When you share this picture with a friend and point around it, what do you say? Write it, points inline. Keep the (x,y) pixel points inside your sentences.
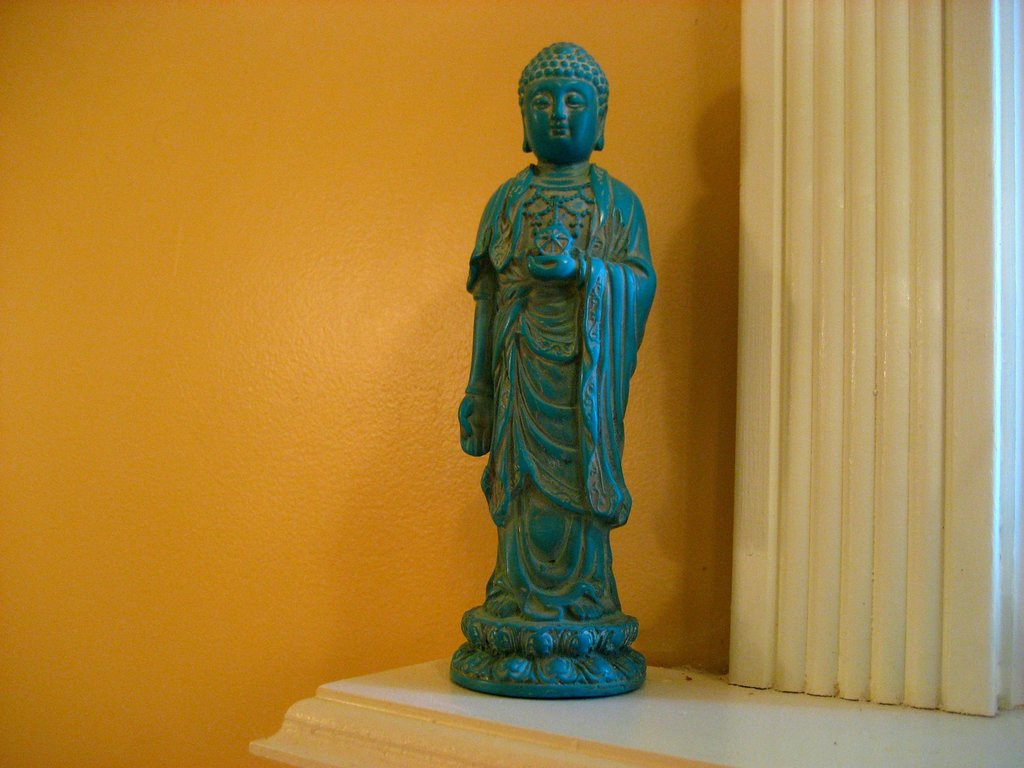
In this image in the center (532,335) there is one statue (577,363), and in the background (490,166) there is wall (689,482). At the bottom (502,696) it looks like a table (744,707), and on the right side of the image (815,418) there is pillar (776,377).
